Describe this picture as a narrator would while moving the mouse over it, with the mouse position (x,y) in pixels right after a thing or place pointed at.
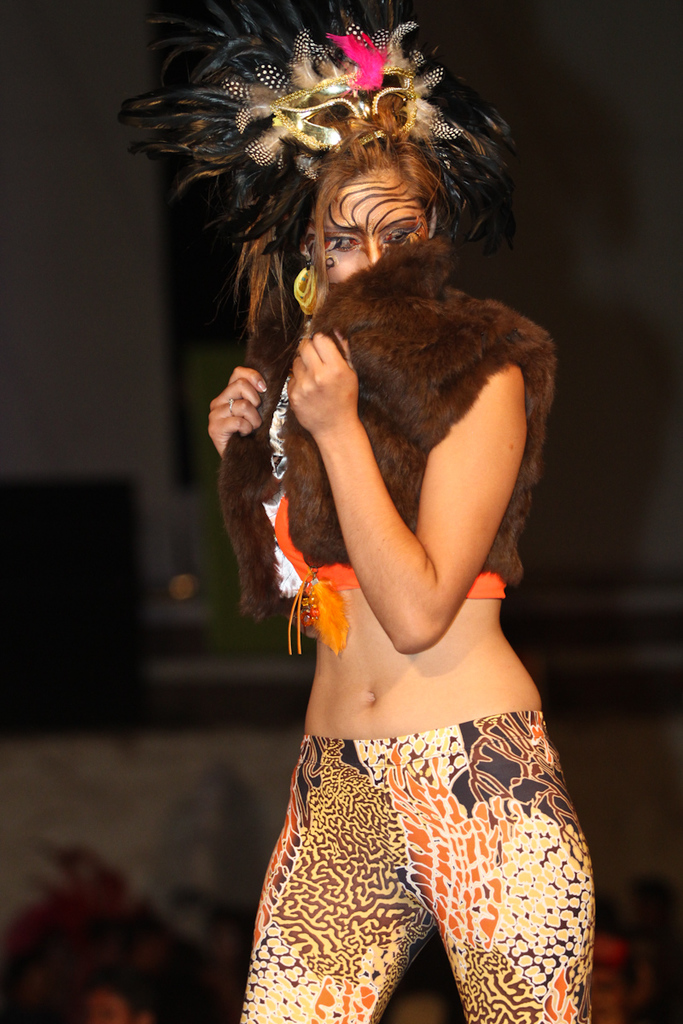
In this picture there is a girl (363,345) in the center of the image (327,364), it seems to be, she is wearing a costume (291,450) and the background (27,848) area of the image is blur.
